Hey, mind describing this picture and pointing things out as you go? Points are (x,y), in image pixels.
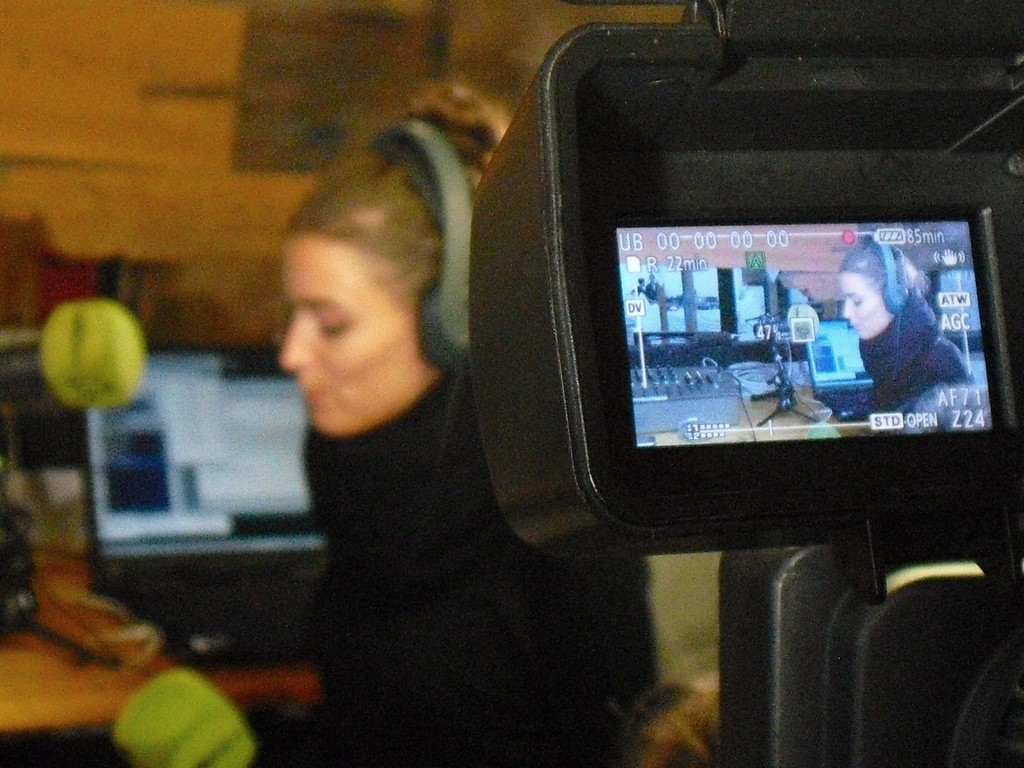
In the image there is a camera (989,383) in the foreground (972,345) and on the camera screen (876,234) there is a woman (861,335) and around the woman (889,374) there are some gadgets (802,309) and other objects (840,367), the background of the camera (720,261) is blur.
